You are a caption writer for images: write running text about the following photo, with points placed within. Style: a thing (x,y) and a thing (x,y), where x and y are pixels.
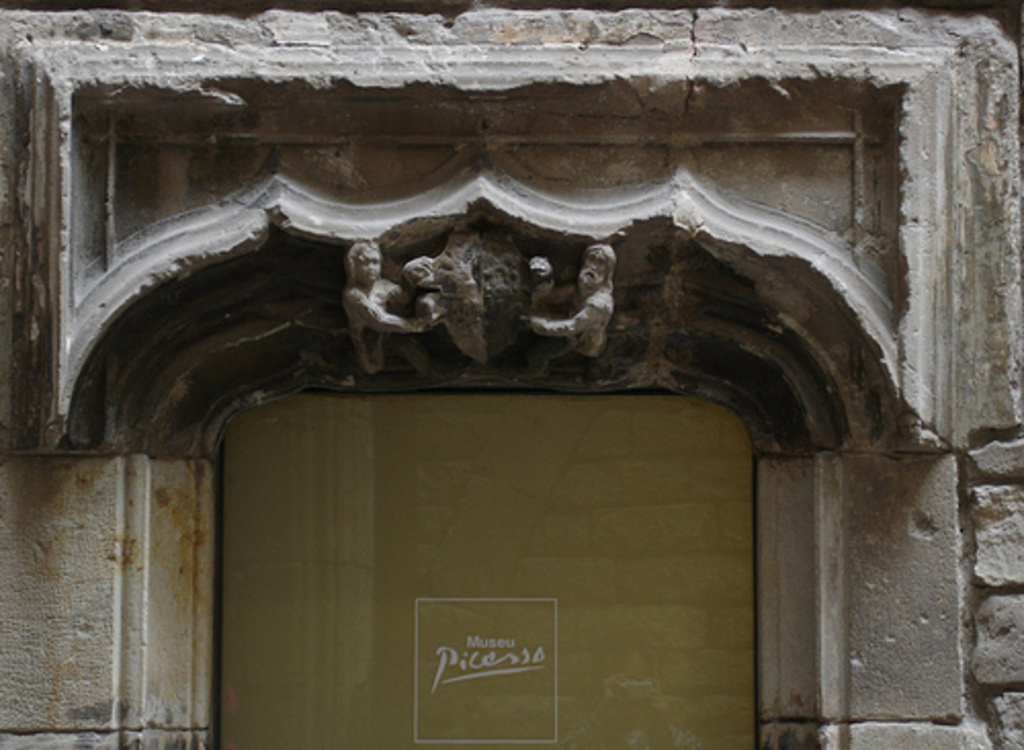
In this picture there is a building (314,262). In the foreground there are sculptures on the wall (871,126). At the bottom (527,734) there is text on the mirror (636,464).
